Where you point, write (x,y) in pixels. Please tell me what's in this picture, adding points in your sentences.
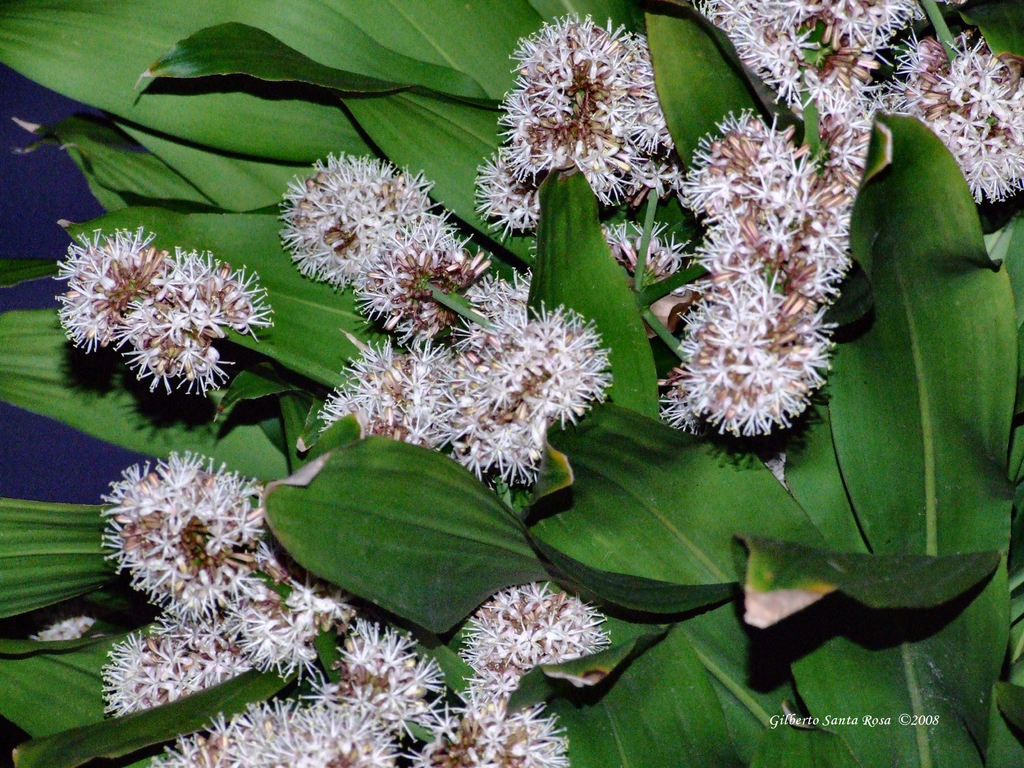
In this image there is a plant (342,190) with green leaves (863,401) and flowers (178,327).
